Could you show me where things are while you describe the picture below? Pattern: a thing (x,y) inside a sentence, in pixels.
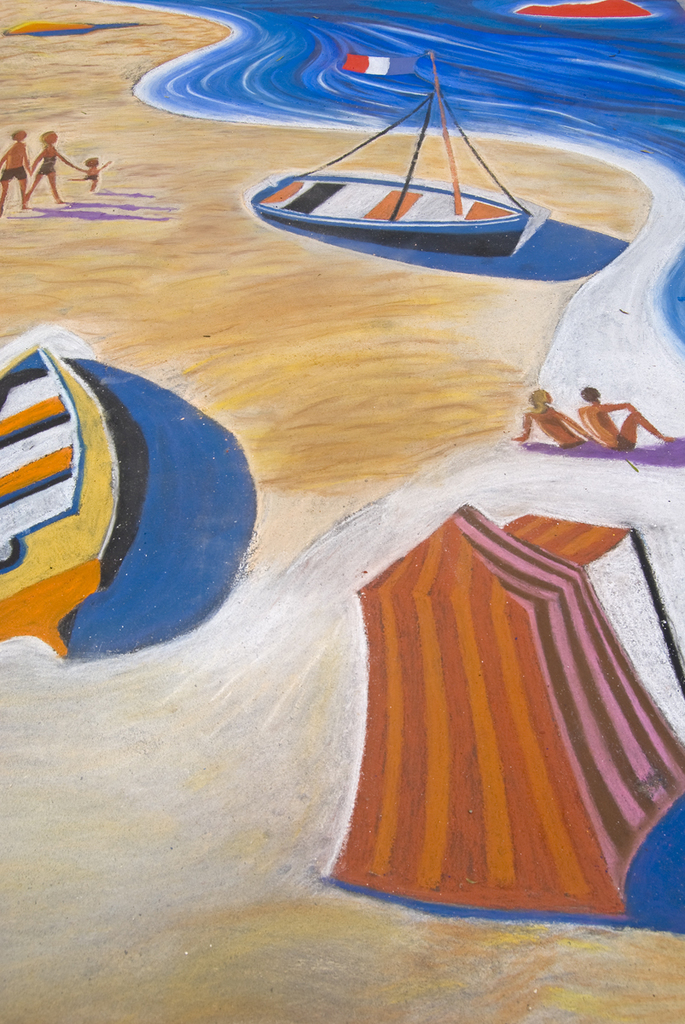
This is the painting where we can see beach area (401,133), boats (110,536) and sea (535,74).
